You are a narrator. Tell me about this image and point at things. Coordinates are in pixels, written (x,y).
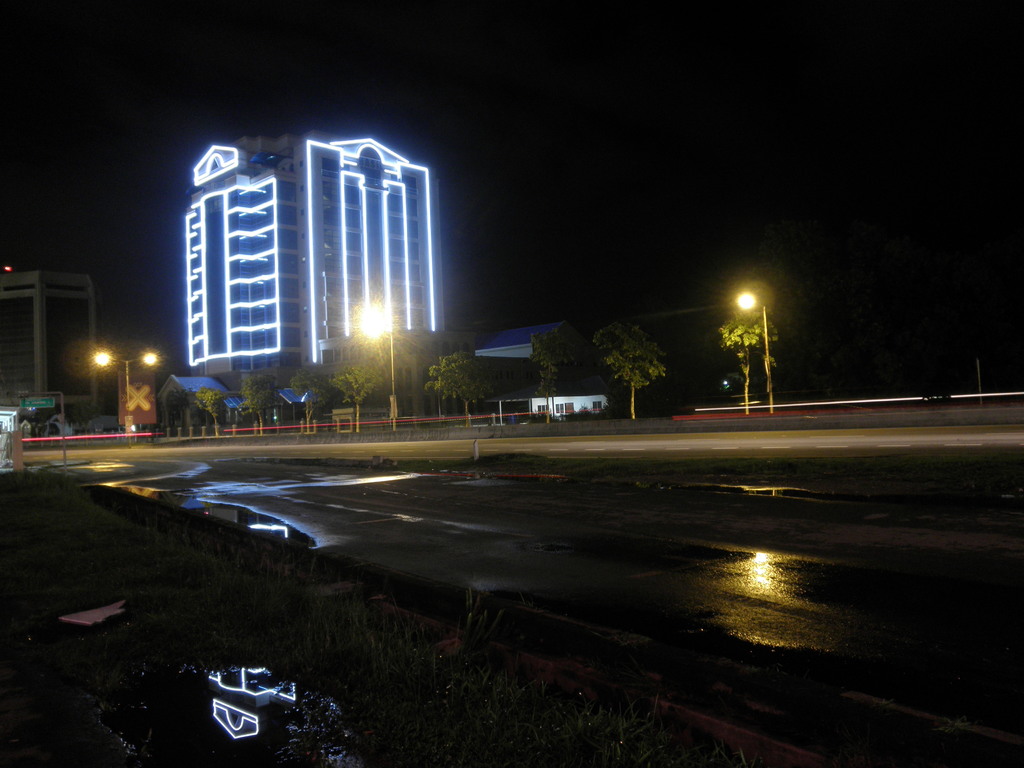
In this image I can see grass (432,726), road (392,512), water (292,525), number of trees (793,355), poles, street lights (756,302) and buildings (195,253). I can also see this image is little bit in dark from background (586,171).
